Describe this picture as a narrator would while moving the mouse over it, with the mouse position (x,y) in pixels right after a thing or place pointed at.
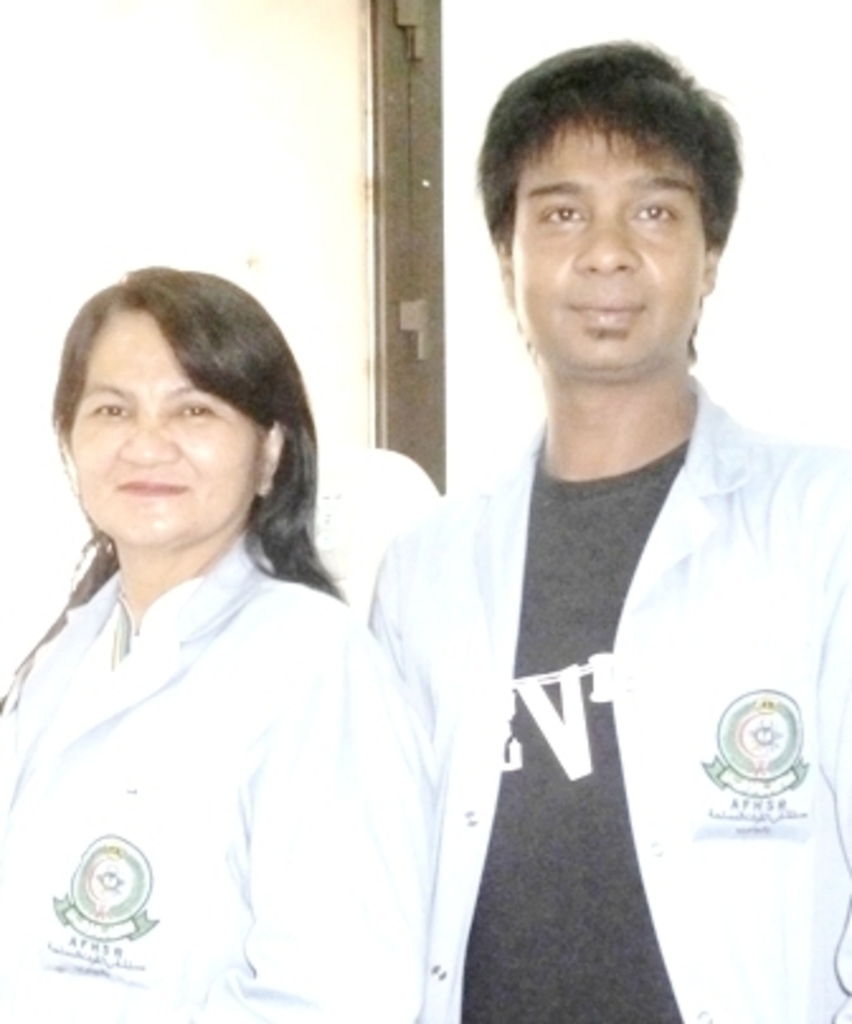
In this image there are two people (93,677) and there is a metallic object (380,212).
